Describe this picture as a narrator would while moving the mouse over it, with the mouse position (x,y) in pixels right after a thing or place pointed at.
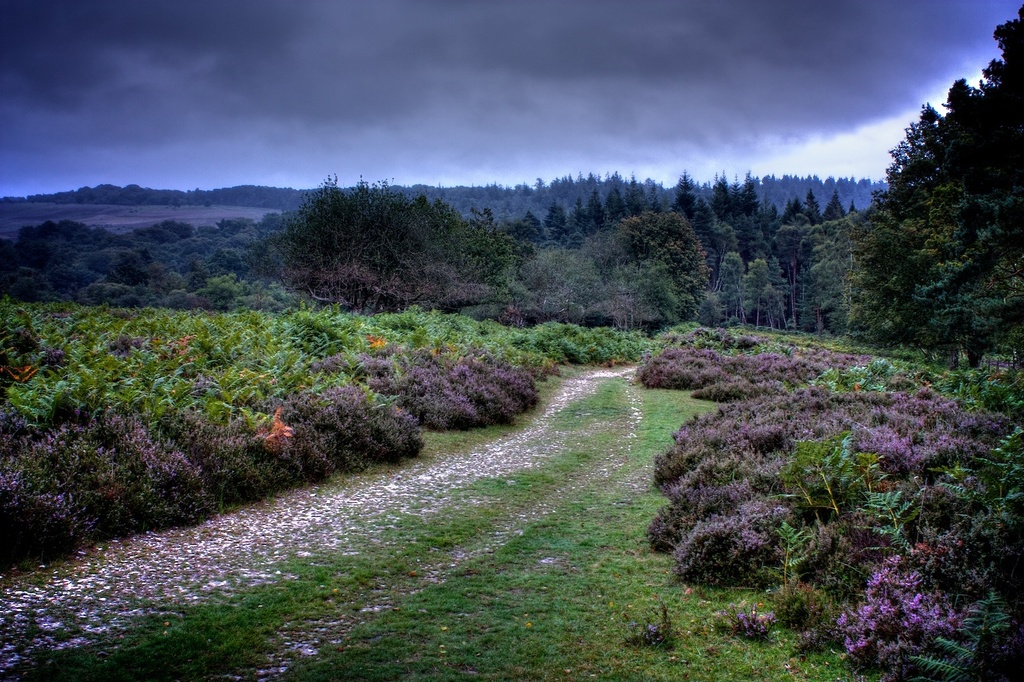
This picture is clicked outside the city in the centre (604,436) we can see the green grass (517,576) and the plants (317,336) in the background (202,162) there is a sky (785,144) which is full of clouds (354,117) and we can see the trees (461,267).
